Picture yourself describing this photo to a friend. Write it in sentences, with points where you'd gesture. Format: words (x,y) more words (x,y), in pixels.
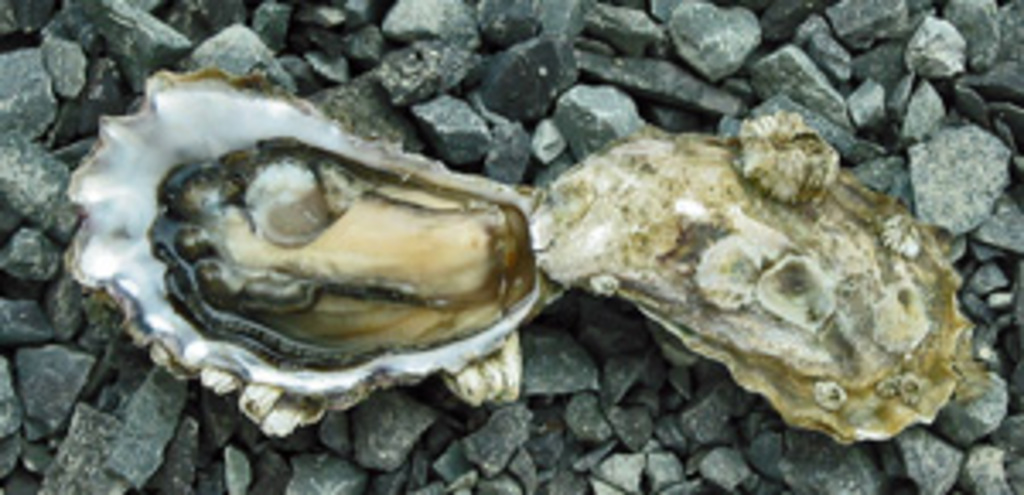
In this image I can see the shell (646,250). In the background (454,115), I can see the stones (532,444).
